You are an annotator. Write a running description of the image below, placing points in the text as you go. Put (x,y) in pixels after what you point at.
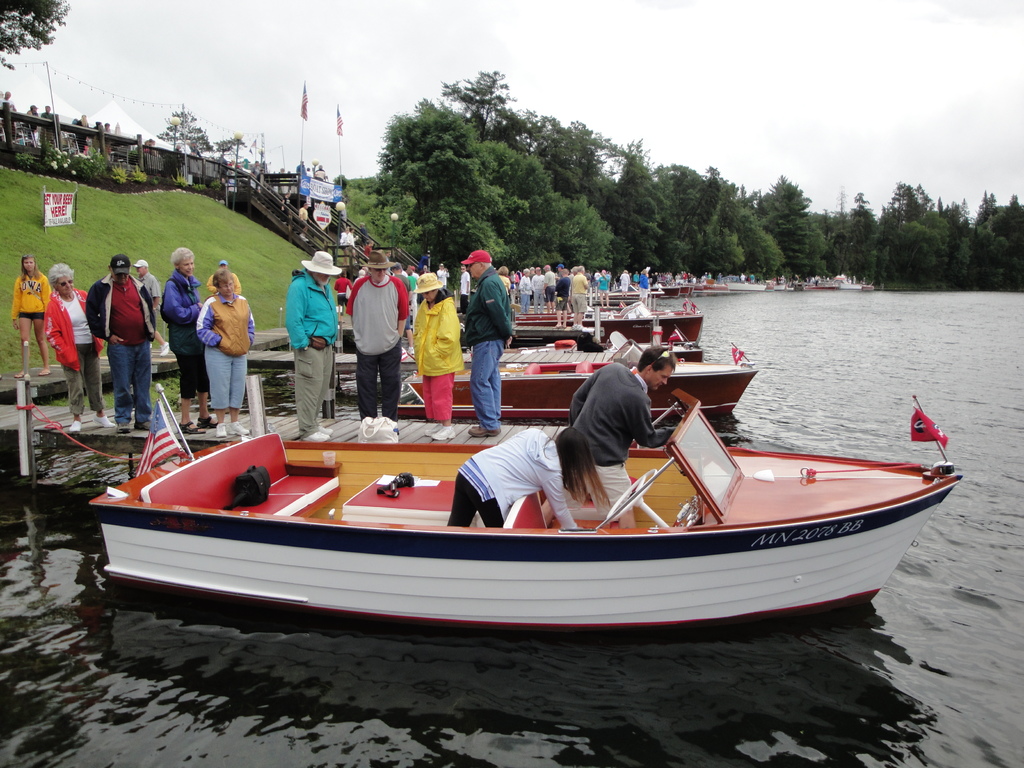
Above water (211,735) there are boats (164,587). In boats (596,537) we can see people (558,517), board (674,482), things (260,471) and flags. Background of the image (287,105) we can see plants (55,168), railings (101,145), hoarding (324,190), trees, pole (54,135), grass (228,256), sky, board (59,197) and people (419,317).
